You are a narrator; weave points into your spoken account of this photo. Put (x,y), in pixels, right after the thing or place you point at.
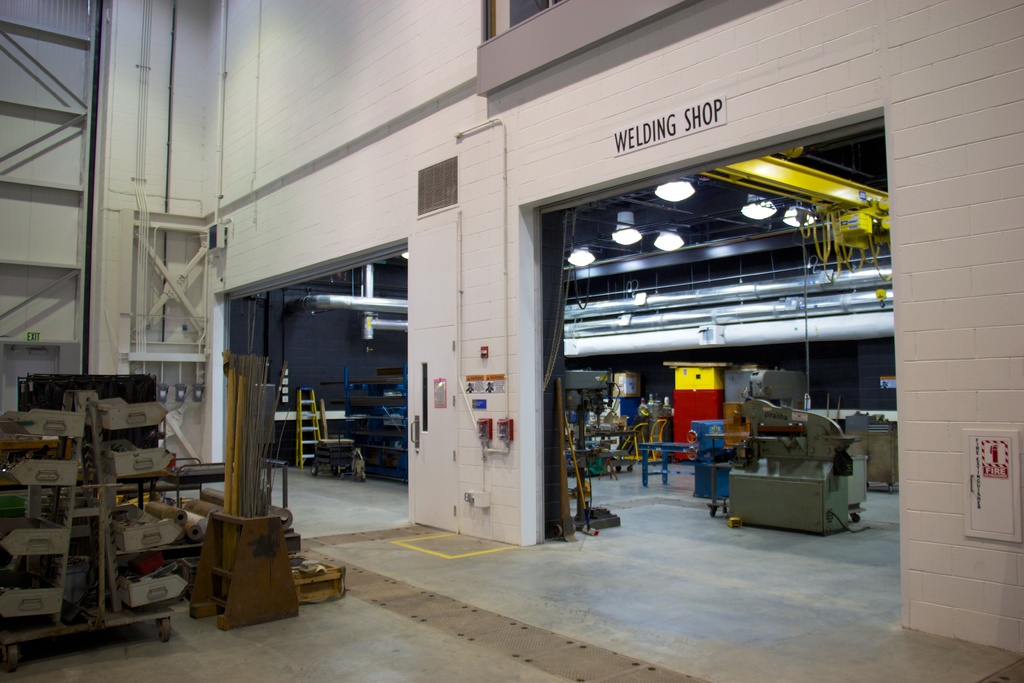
In this picture I can see a ladder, machines (859,482), lights (755,205), a board (631,149) and some other items (704,375) in a shed (590,74).
